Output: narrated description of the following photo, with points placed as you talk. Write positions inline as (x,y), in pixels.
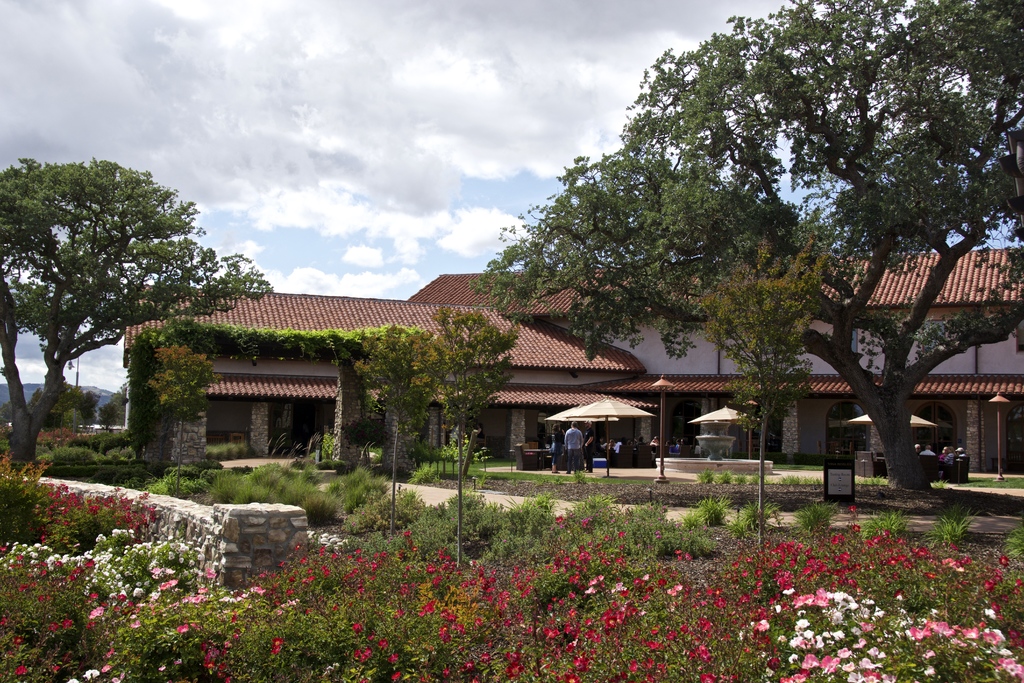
In this picture we can see a house (735,436) with windows (925,415), umbrellas (622,411), fountain (710,430), poles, trees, flowers (717,597) and some people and in the background (555,46) we can see the sky (369,205) with clouds (437,220).
